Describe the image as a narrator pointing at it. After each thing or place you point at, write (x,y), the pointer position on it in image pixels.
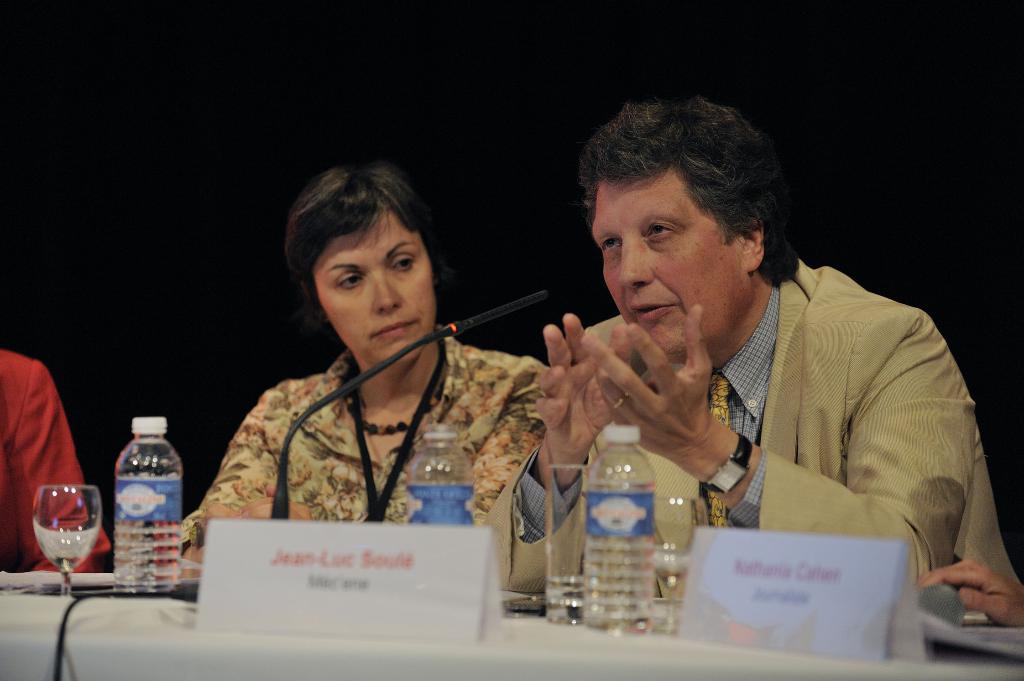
In this picture there are people (643,216) in the center of the image (358,317) and there is a table (73,631) in front of them which contains mic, glasses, and bottles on it.
